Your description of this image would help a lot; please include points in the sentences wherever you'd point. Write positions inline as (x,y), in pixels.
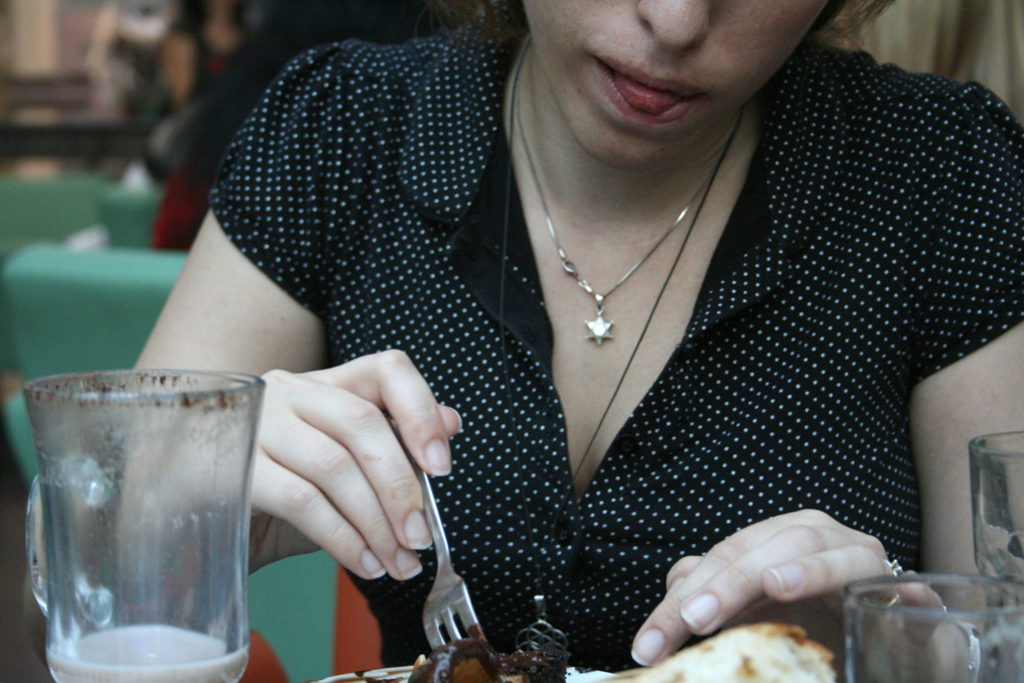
In the image there is a woman (540,401) eating some food item (727,640) and around the food item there are some glasses (123,594).
